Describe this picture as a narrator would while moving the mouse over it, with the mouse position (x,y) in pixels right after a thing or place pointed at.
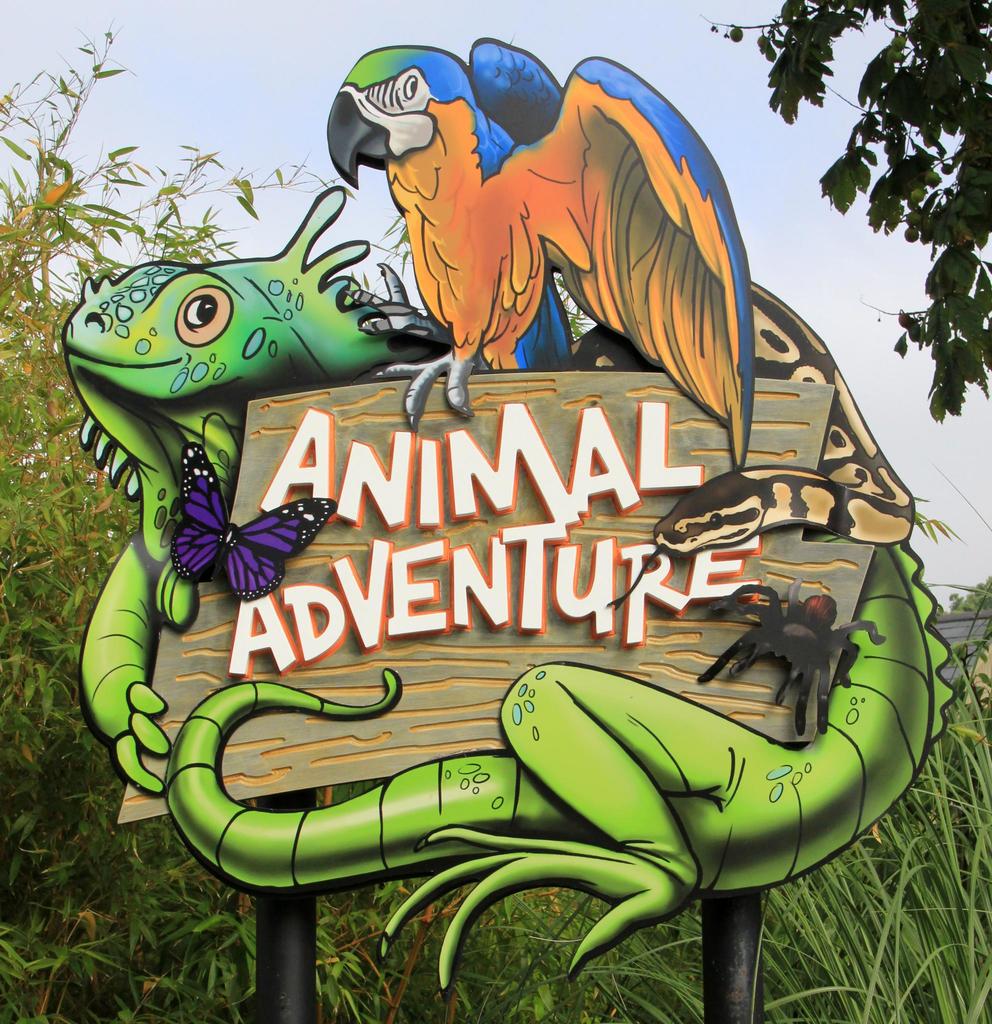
In this image I can see a board (669,590) of different animals (692,529), behind this there are trees (68,594). At the top (266,59) it is the sky (266,59).
